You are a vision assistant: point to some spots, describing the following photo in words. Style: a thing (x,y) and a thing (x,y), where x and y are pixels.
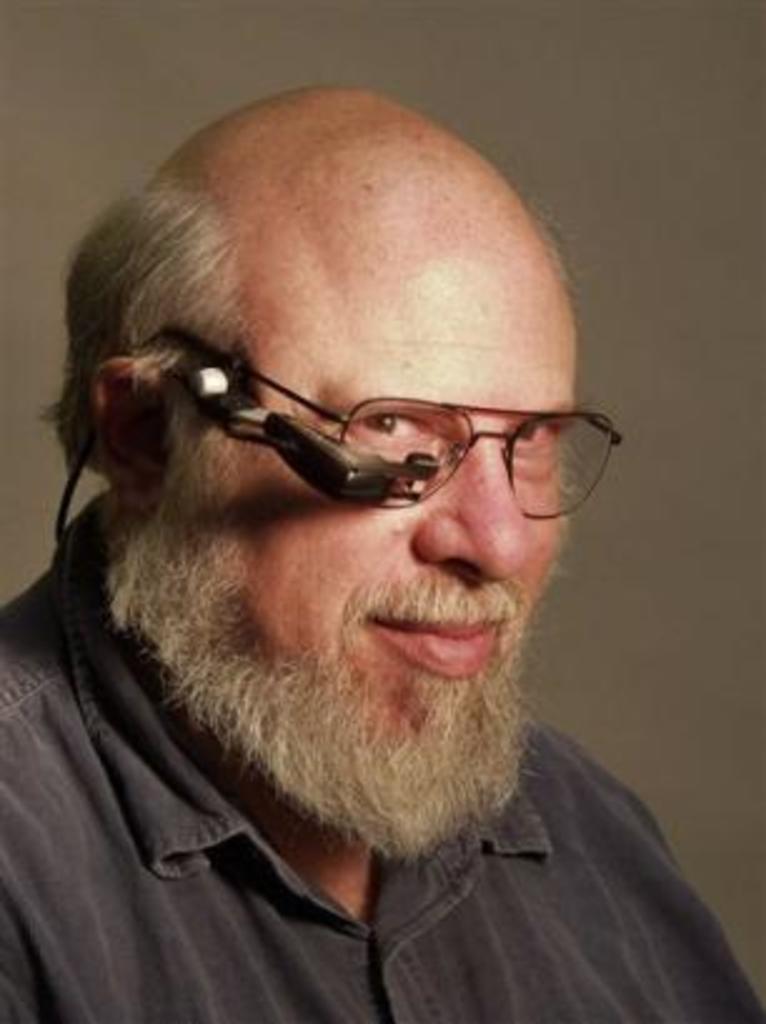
In this image we can see a man (295,752) and the man (387,340) is wearing spectacle (471,410). There is an object (358,480) near the spectacle (460,410).
